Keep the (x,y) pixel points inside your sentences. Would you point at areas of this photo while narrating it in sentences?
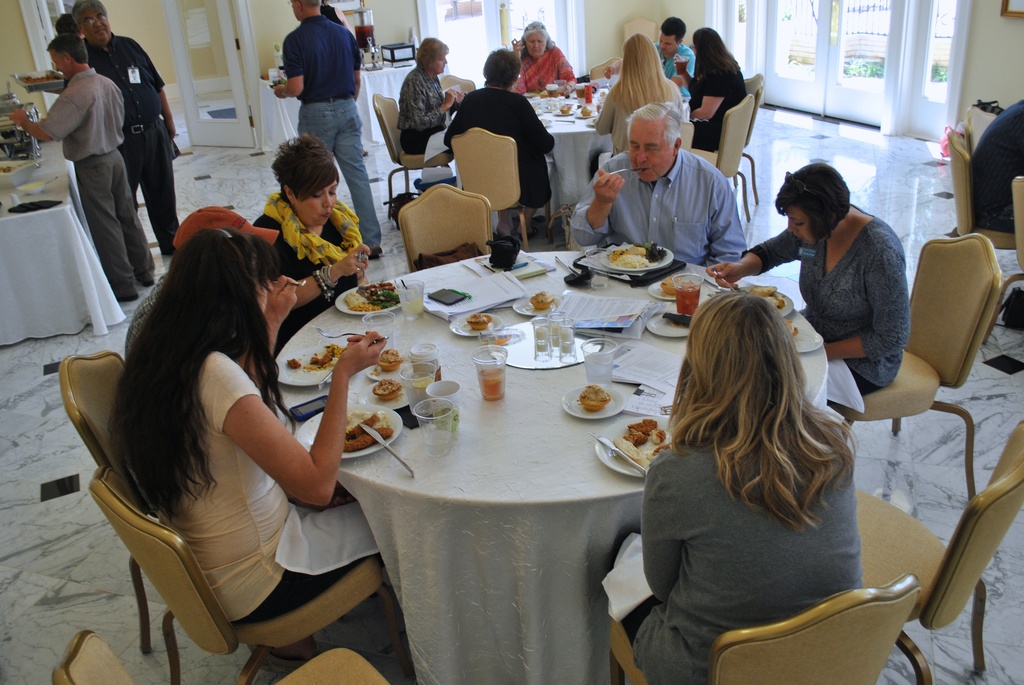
Most of the persons (486,81) are sitting on chairs (468,87). These persons (357,131) are standing. In-front of this person's (358,63) there are tables (69,192), on this tables (568,141) there are bowls (27,171), glasses (427,418), plate (389,421), paper (480,304), mobile (450,293) and food (395,293). A picture (1019,4) on wall (1002,22). This is door (199,52).
